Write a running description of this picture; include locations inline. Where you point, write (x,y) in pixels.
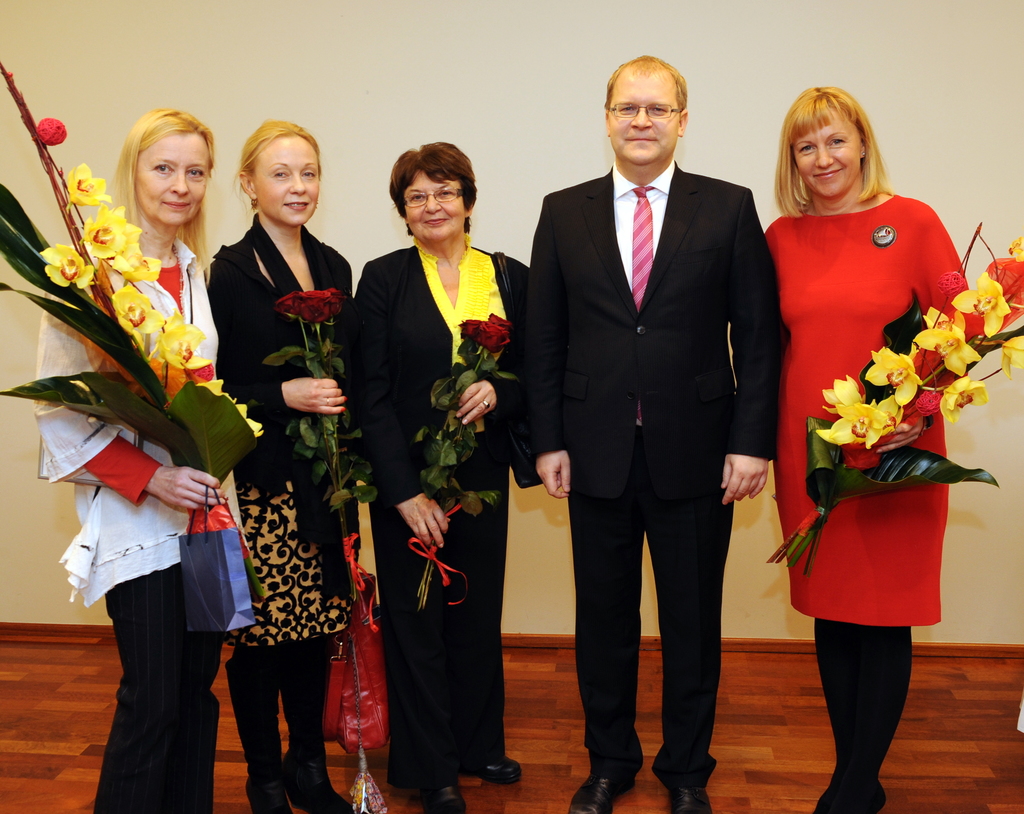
In this image, we can see a few people (250,534) standing. Among them, some people (848,555) are holding flowers (431,468) and bouquets (46,129). We can see the ground (805,713) and the wall (510,21).
